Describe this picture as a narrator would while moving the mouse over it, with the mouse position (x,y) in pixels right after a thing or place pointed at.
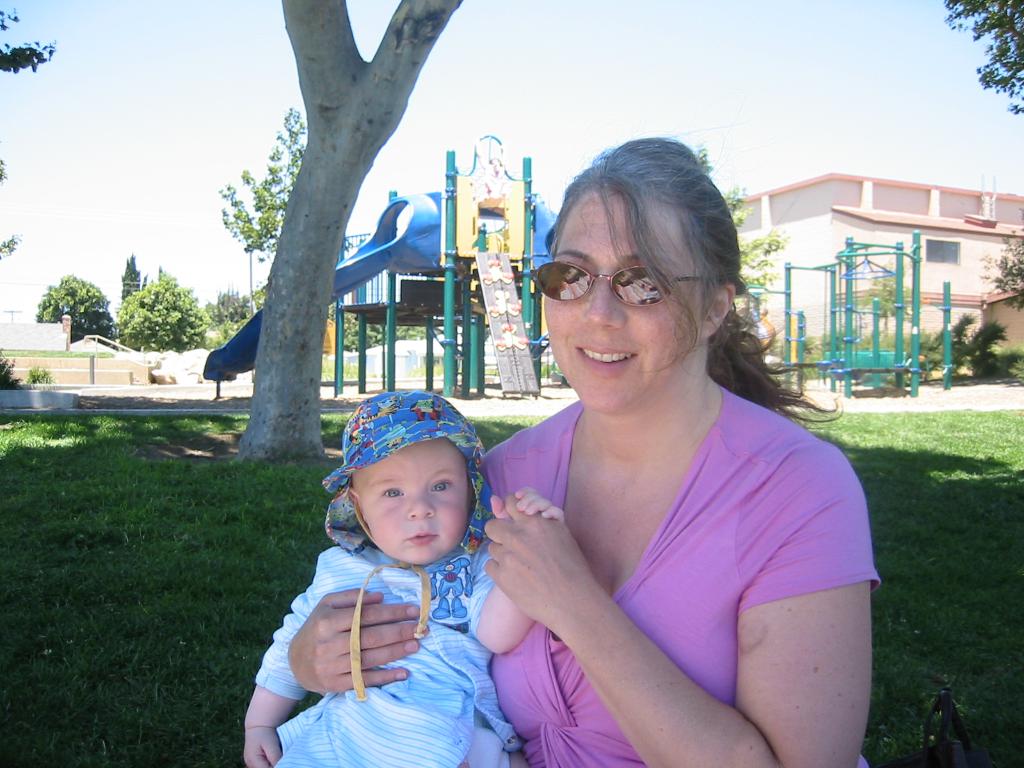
At the right side of the image (734,656) there is a lady (664,316) with pink dress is holding the baby (432,595). And the baby (439,586) is in blue dress (439,586). Behind her there's grass (221,546) on the ground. Also there are few slides (388,242) and green poles (339,306). In the background (370,330) there are trees (976,338) and house (899,211) with walls (933,233). At the top of the image (608,27) in the background (192,55) there is a sky (281,44).
